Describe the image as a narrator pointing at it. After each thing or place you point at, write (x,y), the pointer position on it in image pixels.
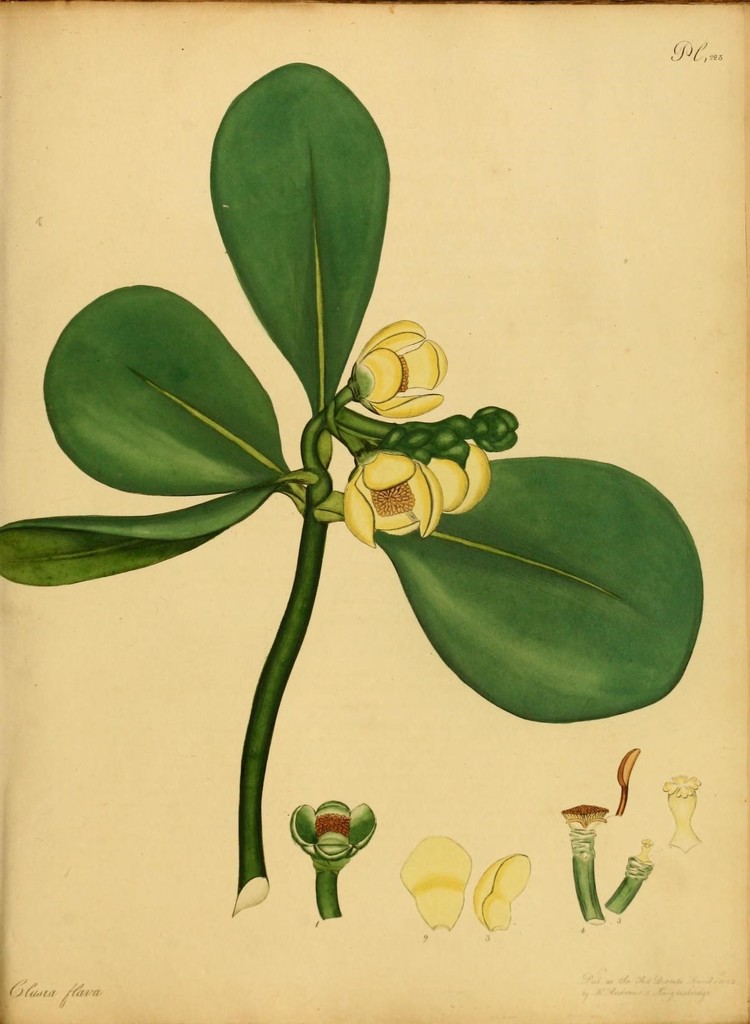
In this picture I can see a paper (485,371), there are words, there are images (268,108) of flowers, leaves (546,622) and stems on the paper (535,66).
